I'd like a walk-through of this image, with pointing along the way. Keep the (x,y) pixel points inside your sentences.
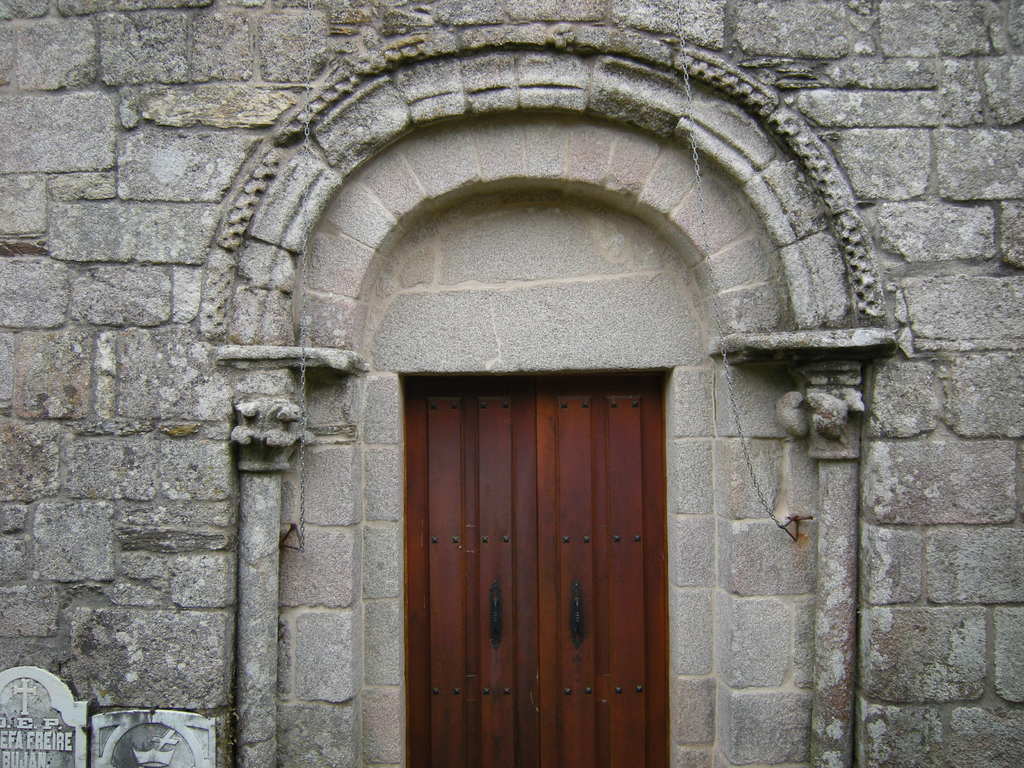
Here in this picture we can see doors (596,443) present on a monumental building (213,360).
